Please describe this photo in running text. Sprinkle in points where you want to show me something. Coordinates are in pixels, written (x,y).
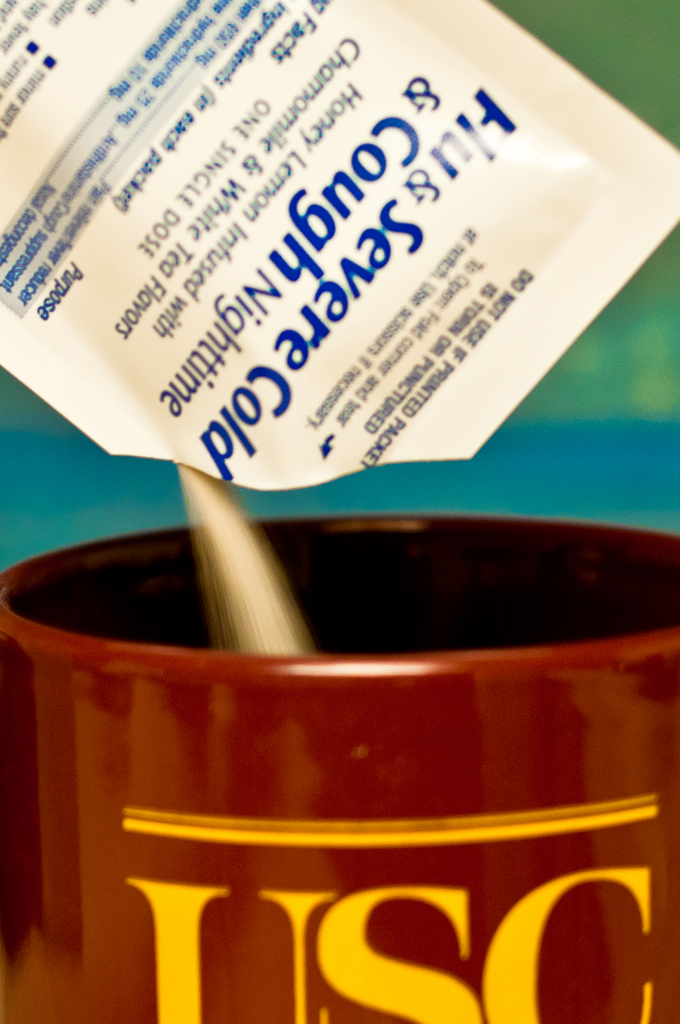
In this image I can see at the bottom (204,868) there is the cup (548,805) in brown color. At the top (123,155) powder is falling from the packet (329,211).
